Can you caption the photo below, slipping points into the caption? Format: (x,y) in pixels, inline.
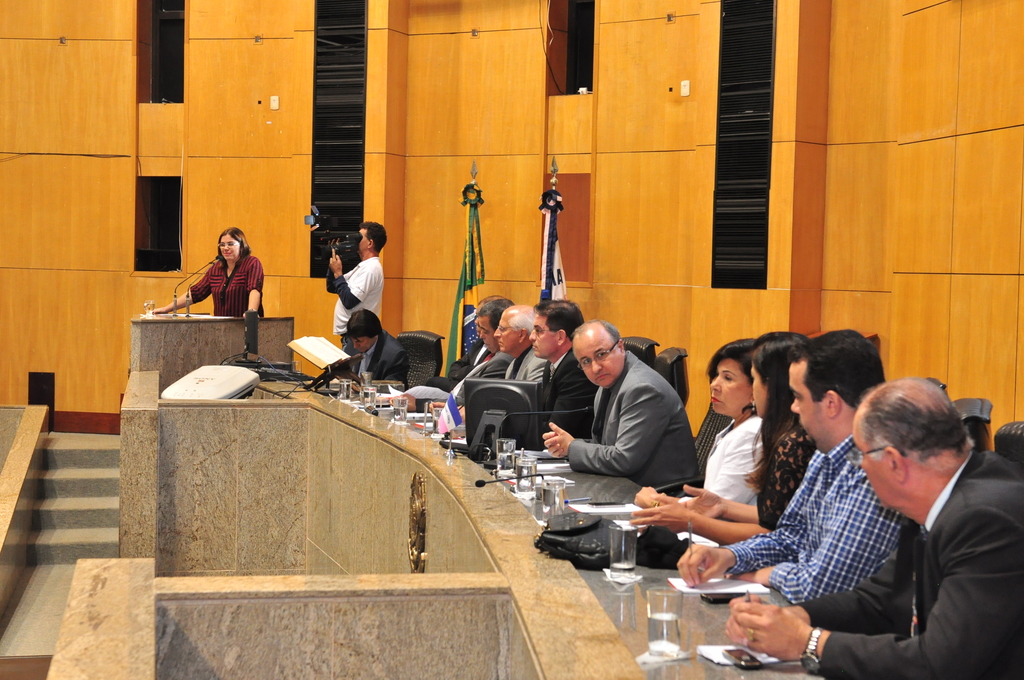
In this picture I can see number of people (468,367) on right (844,485), who are sitting on chairs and I see the grey surface (637,594) in front of them, on which there are glasses (506,452), a monitor (494,407) and other things (345,353). On the left side of this image (9,637) I can see the steps (23,632) and I can see a podium (187,319) on which there are 2 mics (173,298) and behind it I can see a woman (216,274) and side to her I can see a man (369,282) holding a camera (344,241). In the background (49,289) I can see the wall (610,209), on which there are black color things (756,238) and I see flags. In the front of this picture (353,474) I can see the marble wall (245,567).
